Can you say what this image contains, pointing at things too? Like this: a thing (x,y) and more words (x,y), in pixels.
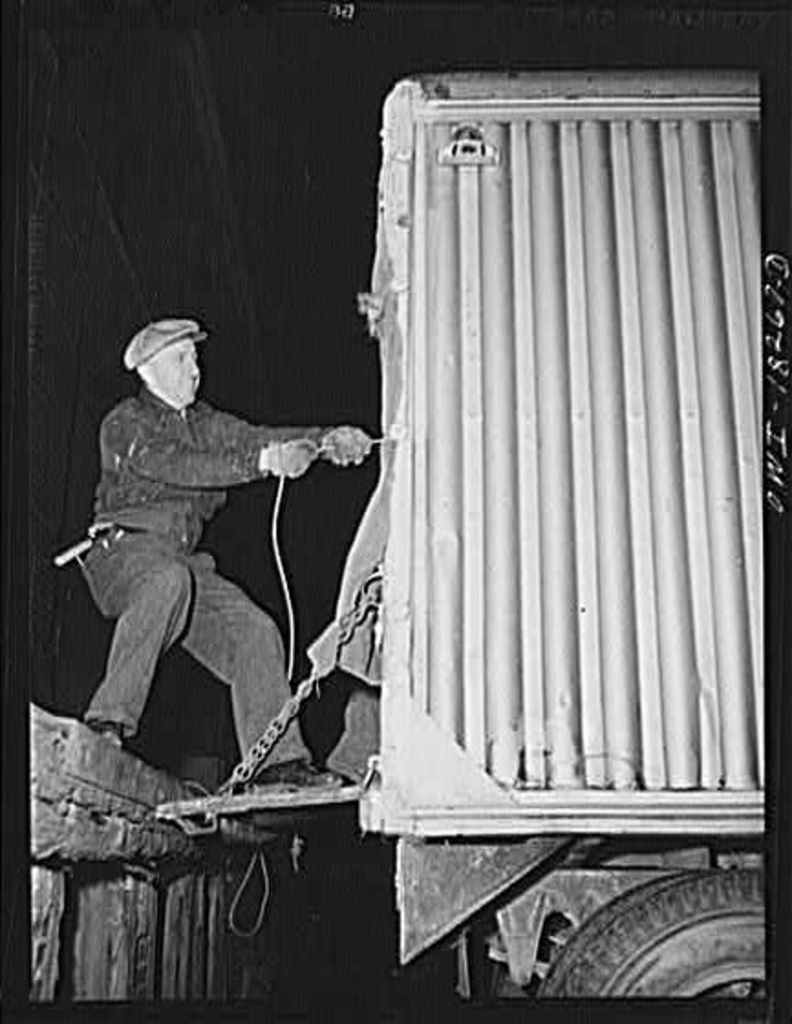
In this image we can see a vehicle (604,791). A person (117,710) is pulling an object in the image.
